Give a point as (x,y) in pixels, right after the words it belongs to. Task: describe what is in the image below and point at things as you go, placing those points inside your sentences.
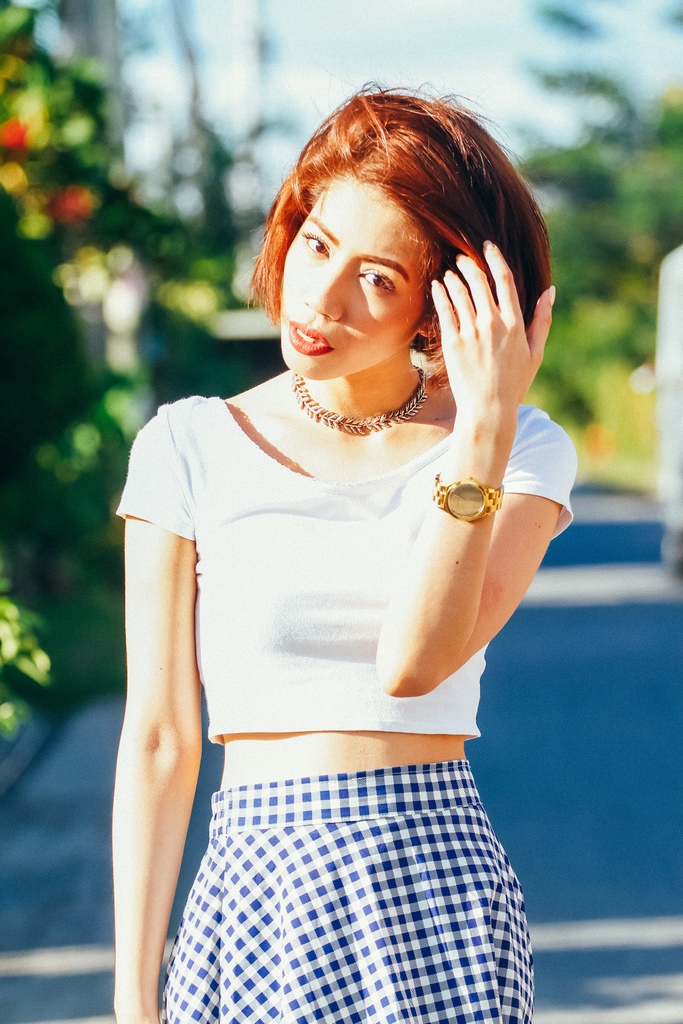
In this image, there is a person (167,708) on the blur background. This person (393,635) is wearing clothes (390,596) and watch (474,497).
